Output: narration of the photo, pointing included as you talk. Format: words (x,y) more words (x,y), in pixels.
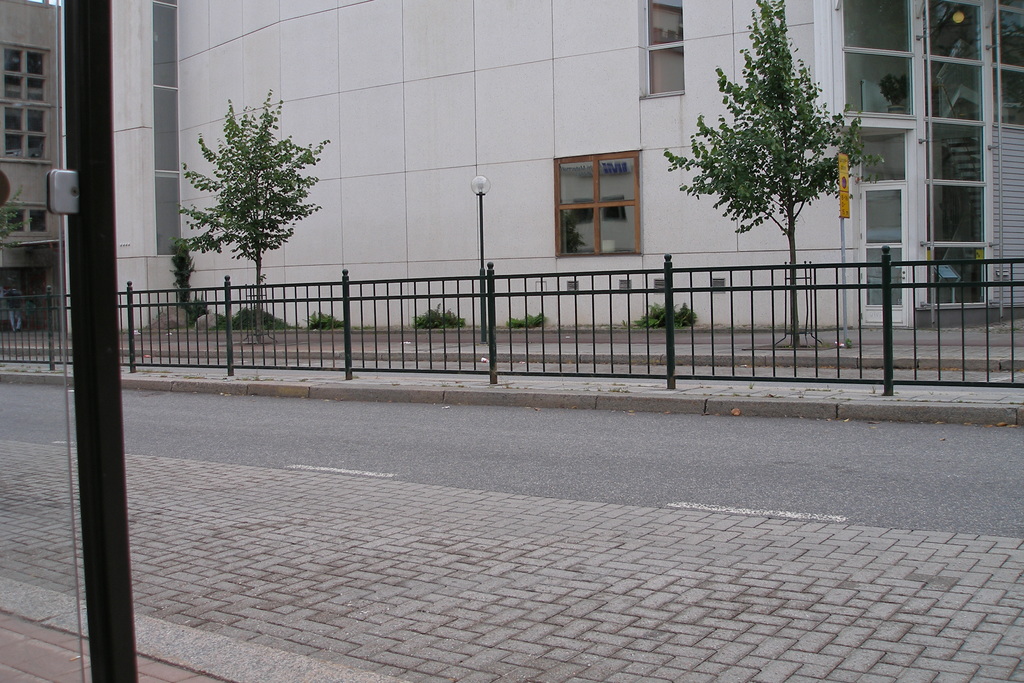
In this image, we can see some plants (420,321) and trees (765,126). There is a safety barrier (670,363), street pole (482,206) and building (324,164) in the middle of the image (676,244). There is a pole (100,410) on the left side of the image (101,437). There is a sign board (846,184) on the right side of the image (842,198).
